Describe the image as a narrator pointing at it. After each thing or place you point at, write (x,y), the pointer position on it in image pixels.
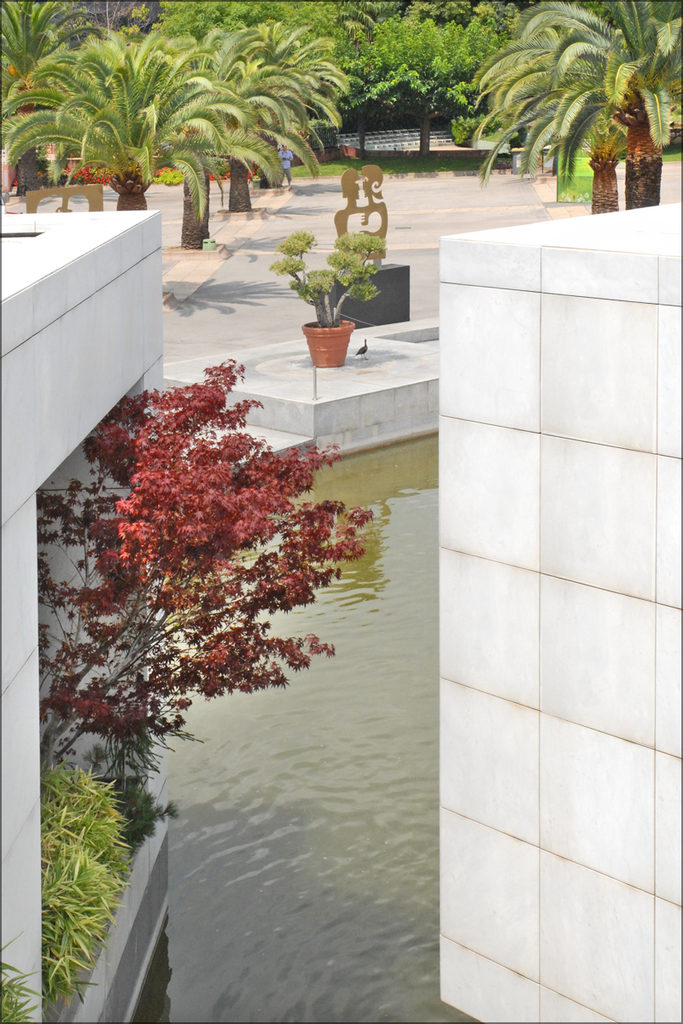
In this image, we can see plants (208,547). There is a pond (350,610) in the middle of the image (390,476). There is a wall (450,319) on the right side of the image (607,514). There are some trees (416,106) at the top of the image (418,43).
